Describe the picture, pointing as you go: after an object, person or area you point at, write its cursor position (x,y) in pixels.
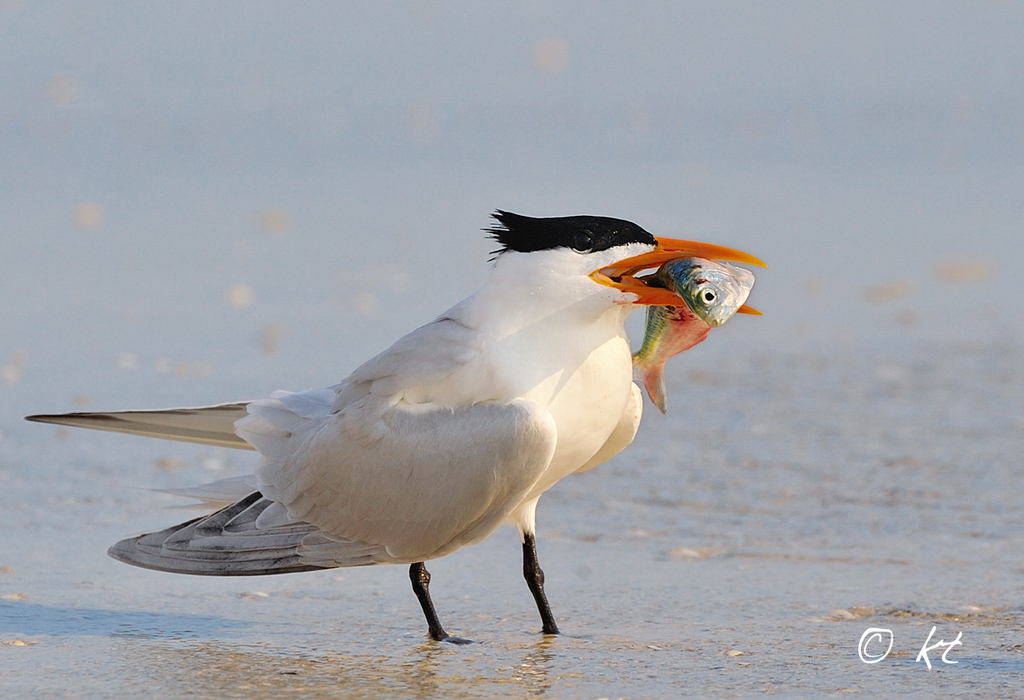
In this image there is a bird (581,328) holding a fish (715,278) in her mouth (625,282). In the background (358,85) there is a river (594,49).
